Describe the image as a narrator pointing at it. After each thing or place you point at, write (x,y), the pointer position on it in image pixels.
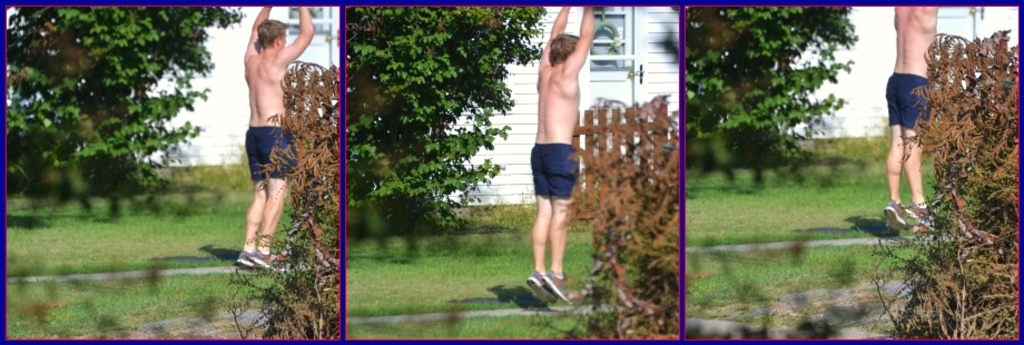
It is the collage of three images. In the images we can see that there is a man (910,109) who is jumping in the air without the shirt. On the left side (123,161) there is a tree (409,65). Beside the tree (434,74) there is a house (521,104). On the right side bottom there are plants (621,225). On the ground (415,267) there is grass (412,284).
